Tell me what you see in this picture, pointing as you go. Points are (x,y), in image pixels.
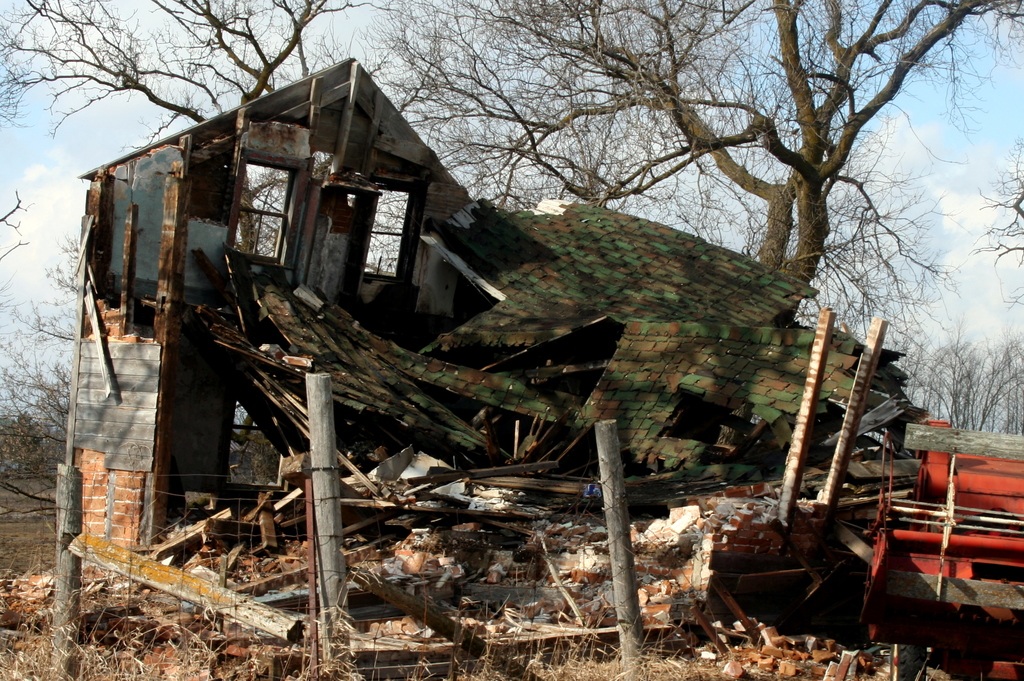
In this picture i can see the collapse house (444,474). On the bottom (54,540) i can see the fencing (319,672). In the background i can see many trees (626,143). On the right (1007,220) i can see the sky (979,148) and clouds (889,202).
